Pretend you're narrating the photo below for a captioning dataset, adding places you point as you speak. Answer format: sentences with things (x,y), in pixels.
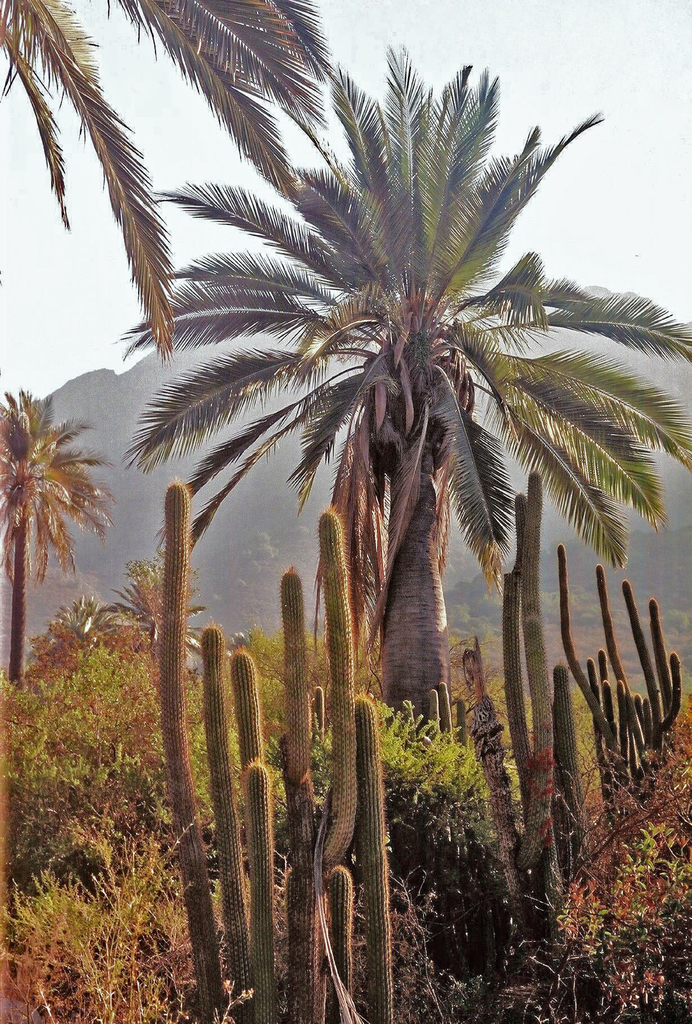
In this image there are trees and cactus plants (376,986). At the bottom (238,1004) there are plants (144,865). In the background (139,417) there are hills (106,417) and sky (634,124).
